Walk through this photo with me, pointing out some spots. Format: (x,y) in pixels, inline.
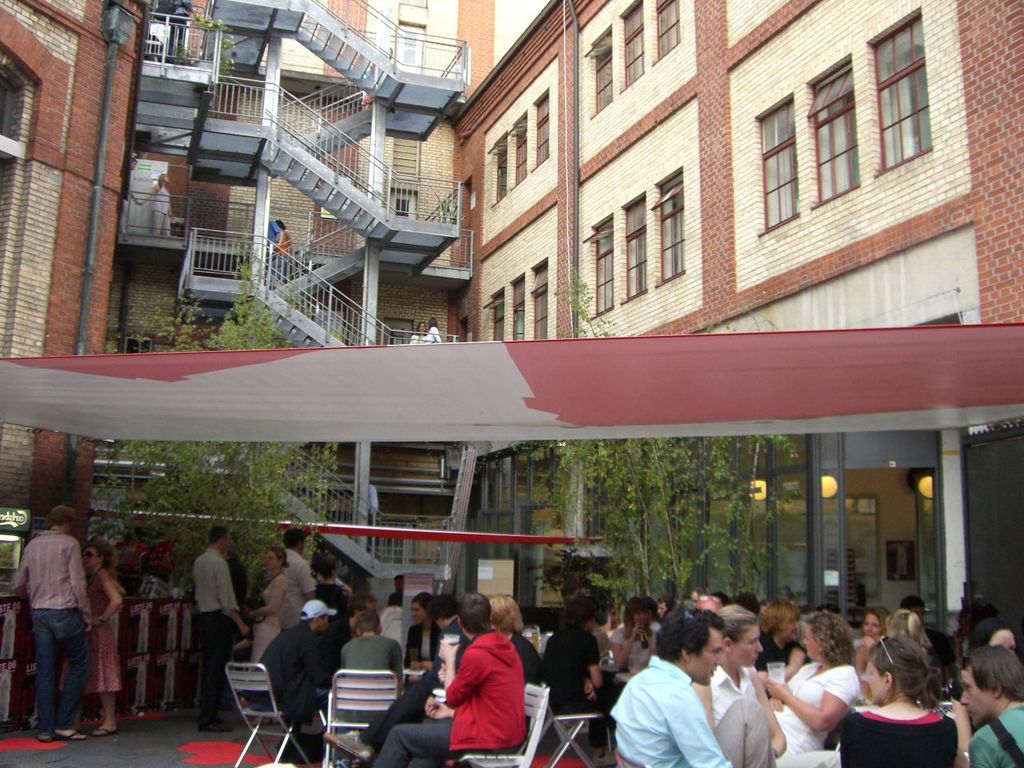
In this picture there are group of people (994,660) sitting on the chairs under the tent (153,393). On the left side of the image (26,556) there are group of people (281,614) standing under the tent (485,369). At the back (604,224) there is a building (532,208) and there are trees (695,496) and staircase (259,22) and there is a pipe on the wall (147,296).
